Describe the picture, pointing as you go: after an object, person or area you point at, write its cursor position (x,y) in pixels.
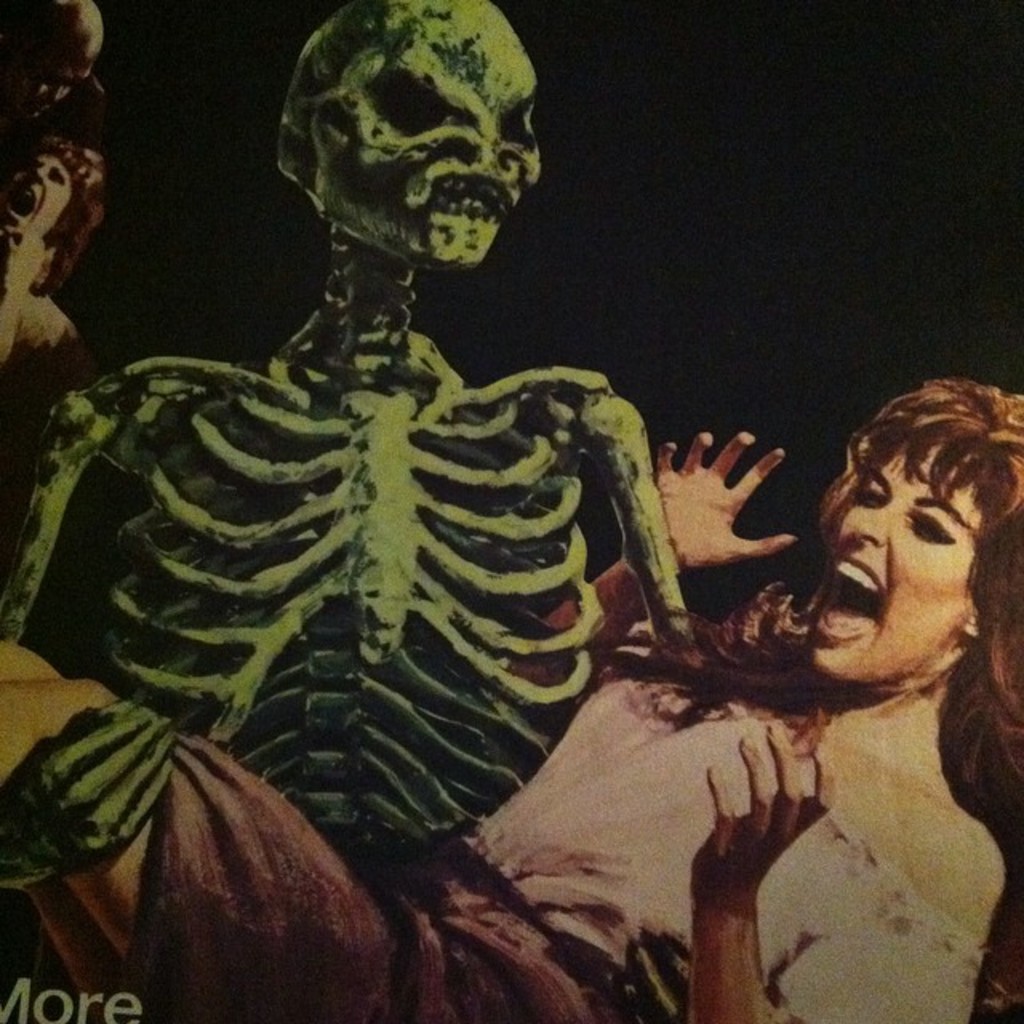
This image looks like a painting in which I can see a skeleton (664,555) is holding a woman (785,699) in hand (16,849). In the background (754,567) I can see two persons (60,271) and a dark color.
